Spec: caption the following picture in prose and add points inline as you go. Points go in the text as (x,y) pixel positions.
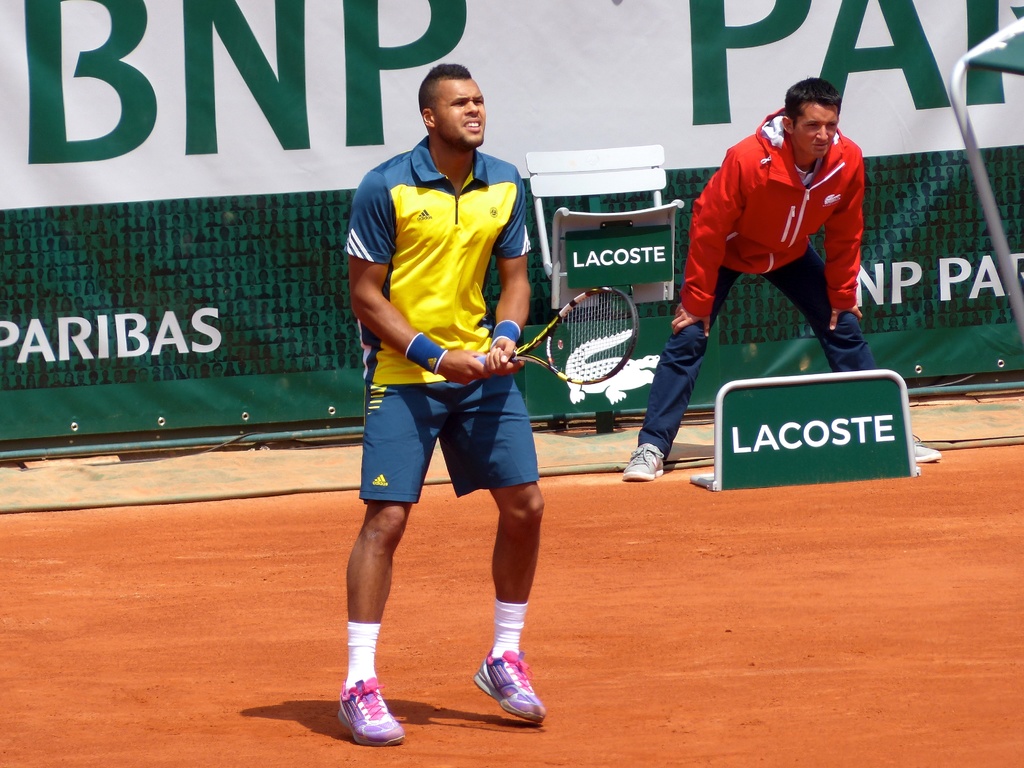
The person (456,294) is standing and holding a tennis racket (600,328) in his hand (477,373) and there is another person (754,192) standing behind him and there is a banner (548,47) in the background (433,38) which has something written on it.
